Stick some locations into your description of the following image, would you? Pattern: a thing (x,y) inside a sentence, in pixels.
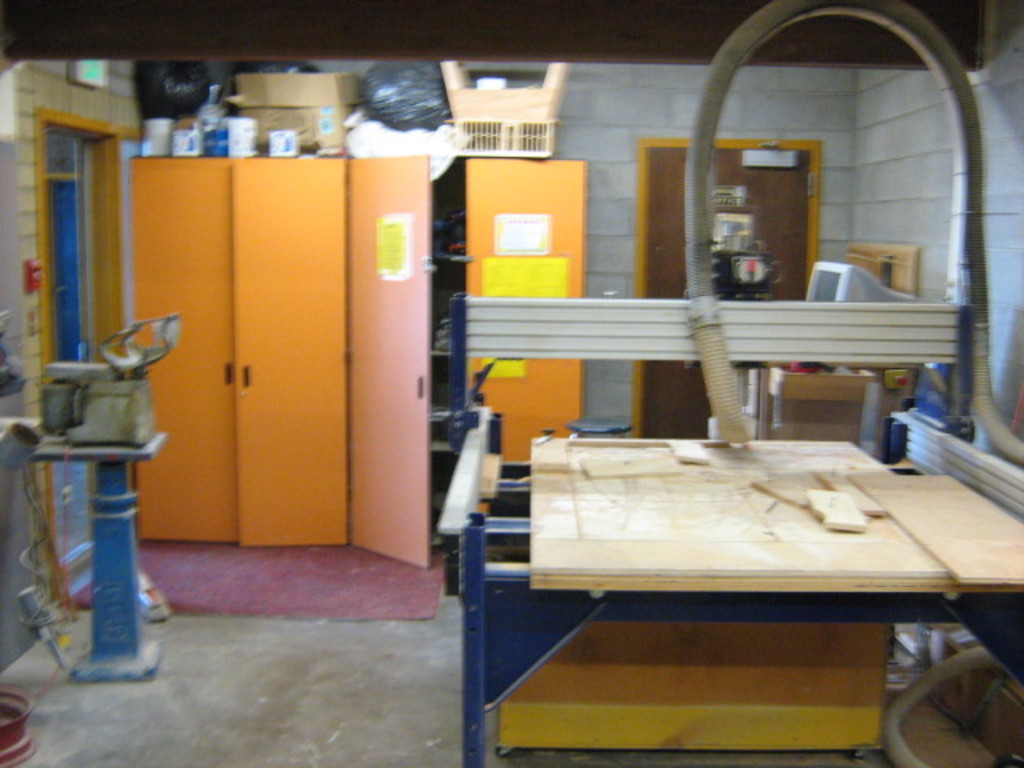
In this picture, there is a table (748,485) towards the right (798,518). On the table (743,475), there is a pipe (1001,437). In the center (436,467), there are cupboards (205,206). Beside it, there is a door (648,293). On the cupboards (269,190), there are some objects (543,145). Towards the left (99,579), there is a device (151,446).
